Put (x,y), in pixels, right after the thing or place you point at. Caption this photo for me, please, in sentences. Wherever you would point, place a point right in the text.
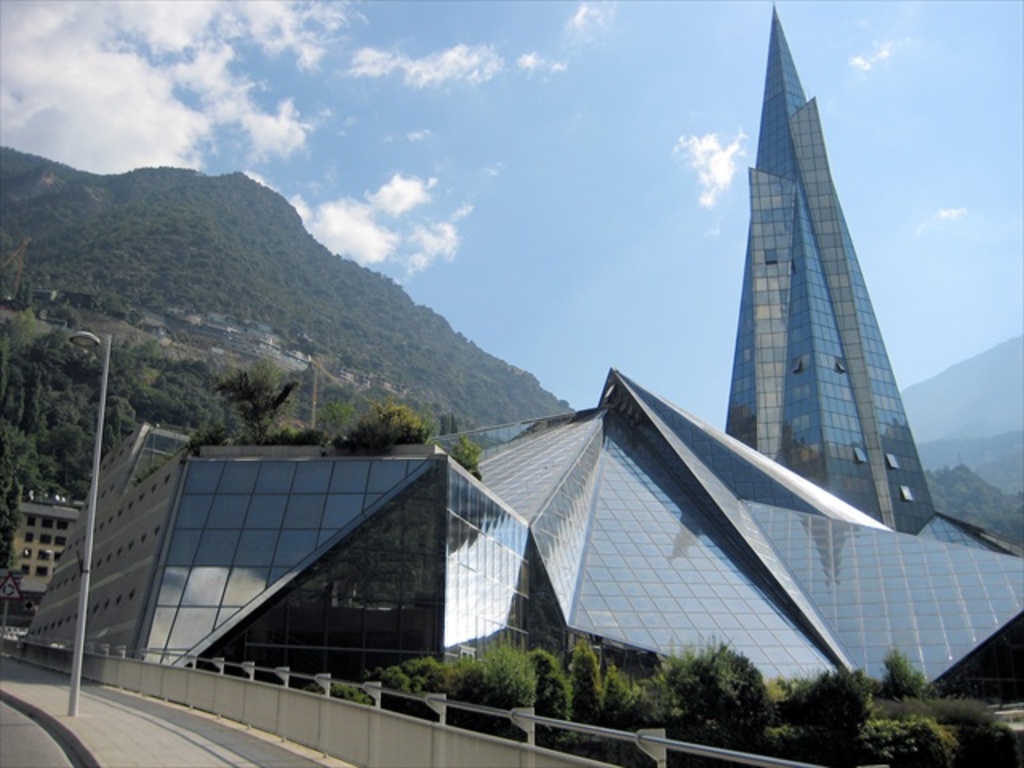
In this image, we can see a monument (509,482) and in the background (146,395), there are buildings (21,590), trees (292,411), hills (957,416) and we can see a board (7,580) and a pole (80,624) on the road (162,736). At the top (325,107), there are clouds (125,94) in the sky (413,100).
